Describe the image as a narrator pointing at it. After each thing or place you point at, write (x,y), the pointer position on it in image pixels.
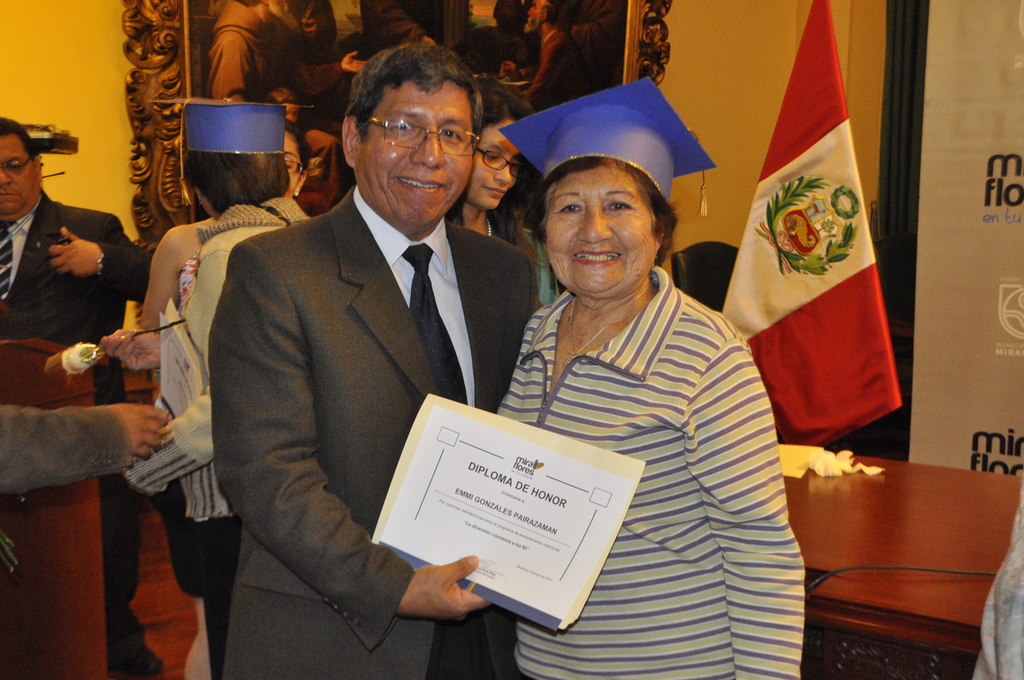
In this image, we can see people (467,122) and some are wearing caps (190,147) and holding objects (474,518). In the background (308,41), there is a frame (557,43) on the wall (67,32) and we can see a flag (823,159) and a board (992,284) with some text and there are some objects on the stand (859,518).
